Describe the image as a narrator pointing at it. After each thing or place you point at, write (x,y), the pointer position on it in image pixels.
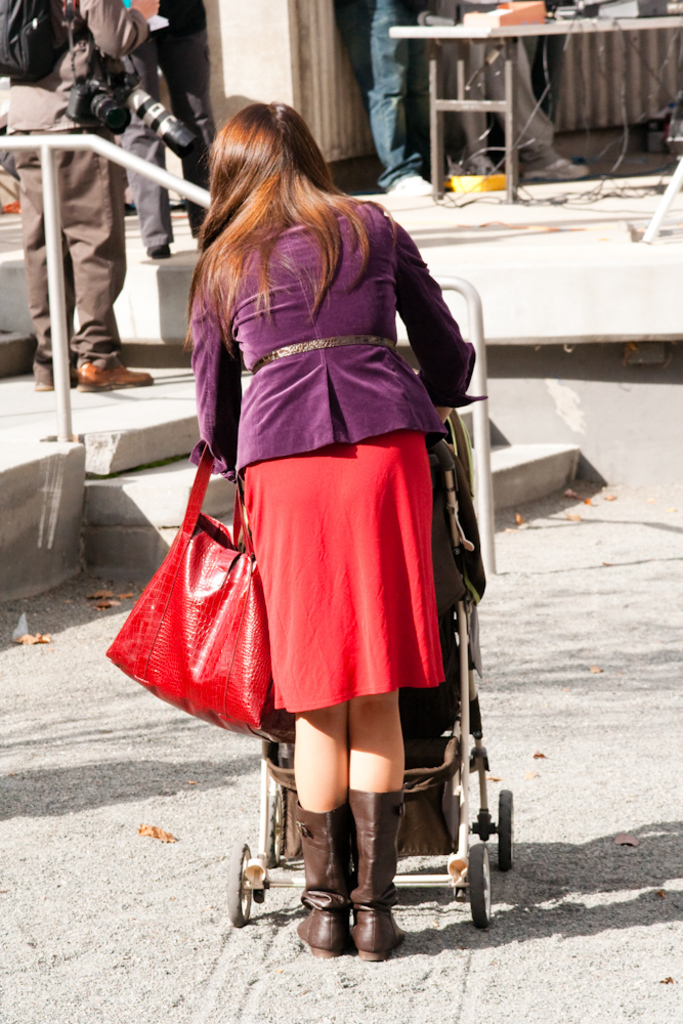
There is a woman (330,433) standing behind the trolley (459,818), pushing it, holding a red bag (230,608) in her hand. There is a railing (1,138) and some people (65,49) here.
